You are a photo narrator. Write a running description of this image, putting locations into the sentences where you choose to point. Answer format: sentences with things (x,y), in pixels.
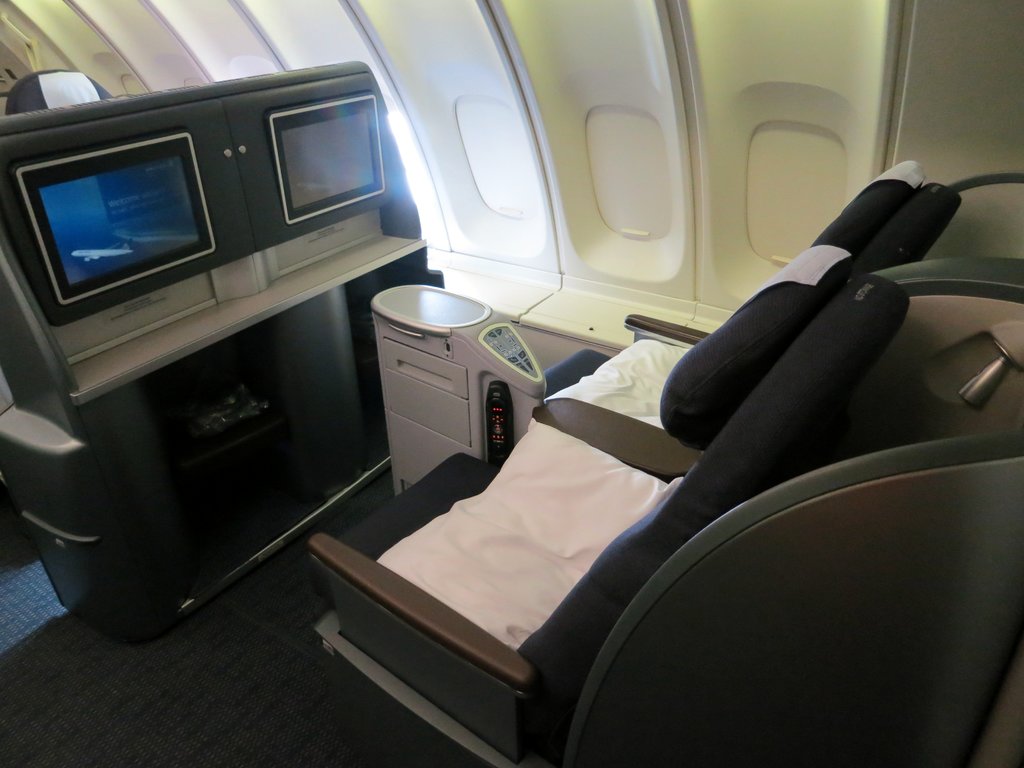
In this image I can see the inner part (149,271) of the vehicle (289,425), I can also see two seats (682,524). In front I can see two screens (354,161).
